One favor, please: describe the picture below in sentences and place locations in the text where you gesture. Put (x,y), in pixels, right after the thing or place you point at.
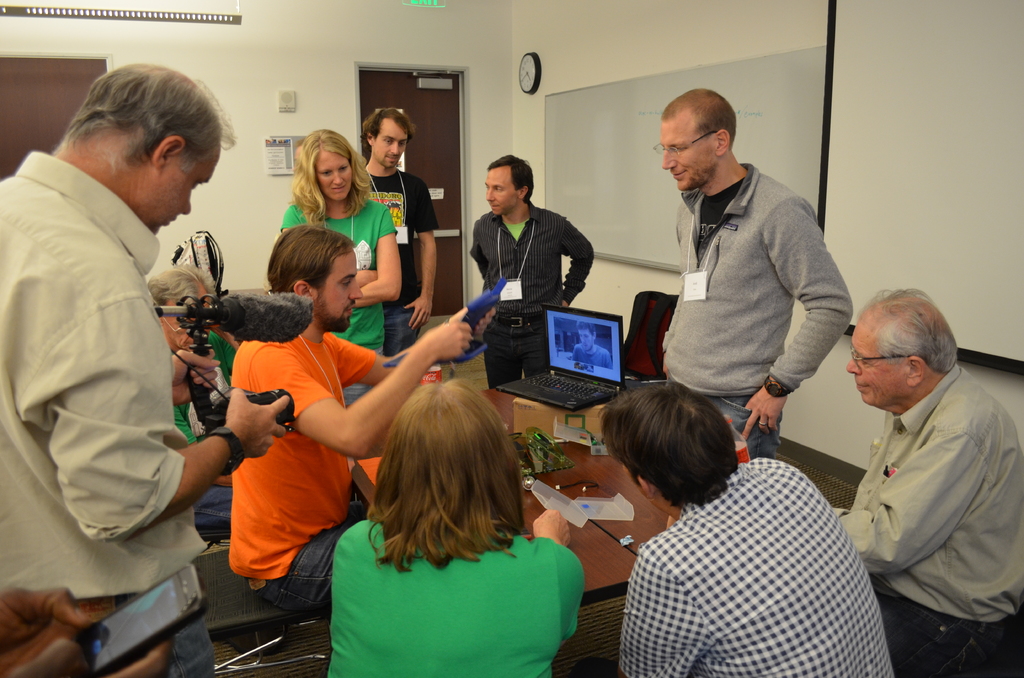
In the foreground of this image (363,615), there are persons (303,375) sitting and standing around the table (595,575) on which, there is a card board box (557,419), few white boxes (581,514), a laptop (577,392) and few more objects (529,438) on it. On the left (122,374), there is a man (192,372) holding camera (264,398) and the mike (276,310). In the background (340,21), there is a wall (596,43), door (417,108), whiteboards (583,111), clock (528,90), bag (212,244) and it seems like a poster (290,158) on the wall (275,206).
